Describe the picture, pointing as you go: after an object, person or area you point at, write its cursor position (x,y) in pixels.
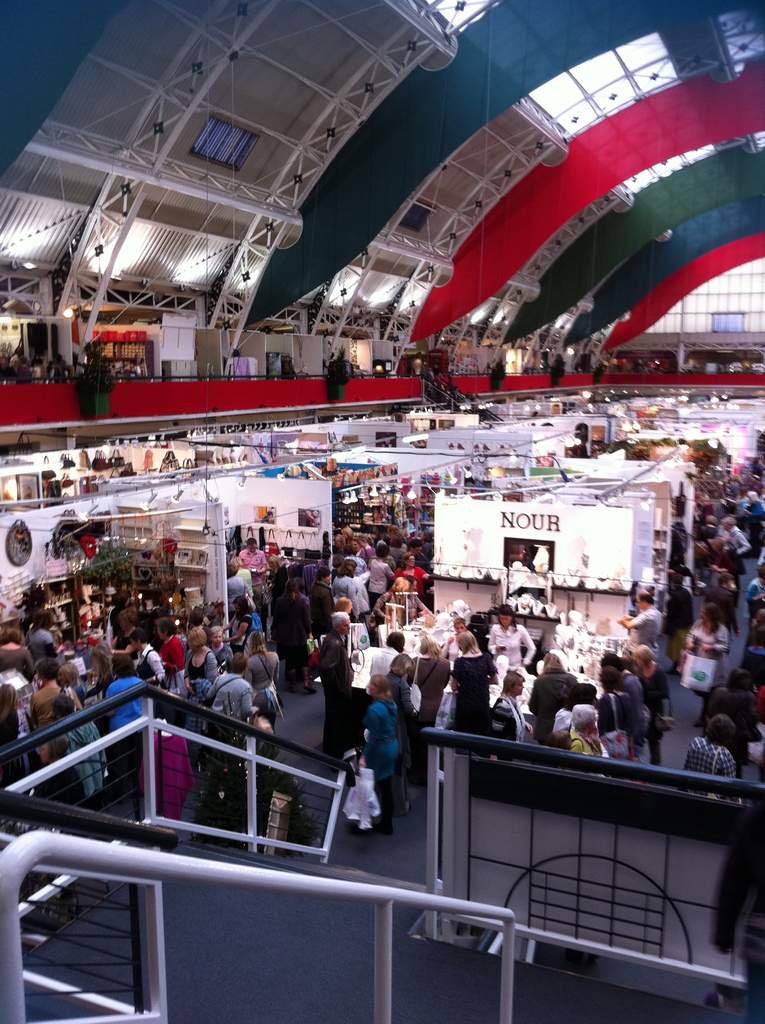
In this image I can see group of people (760,629) some are standing and some are walking. I can also see few stalls (60,514), background (343,192) I can see railing (519,882) in white color and I can see wall (530,204) in green and red color.
